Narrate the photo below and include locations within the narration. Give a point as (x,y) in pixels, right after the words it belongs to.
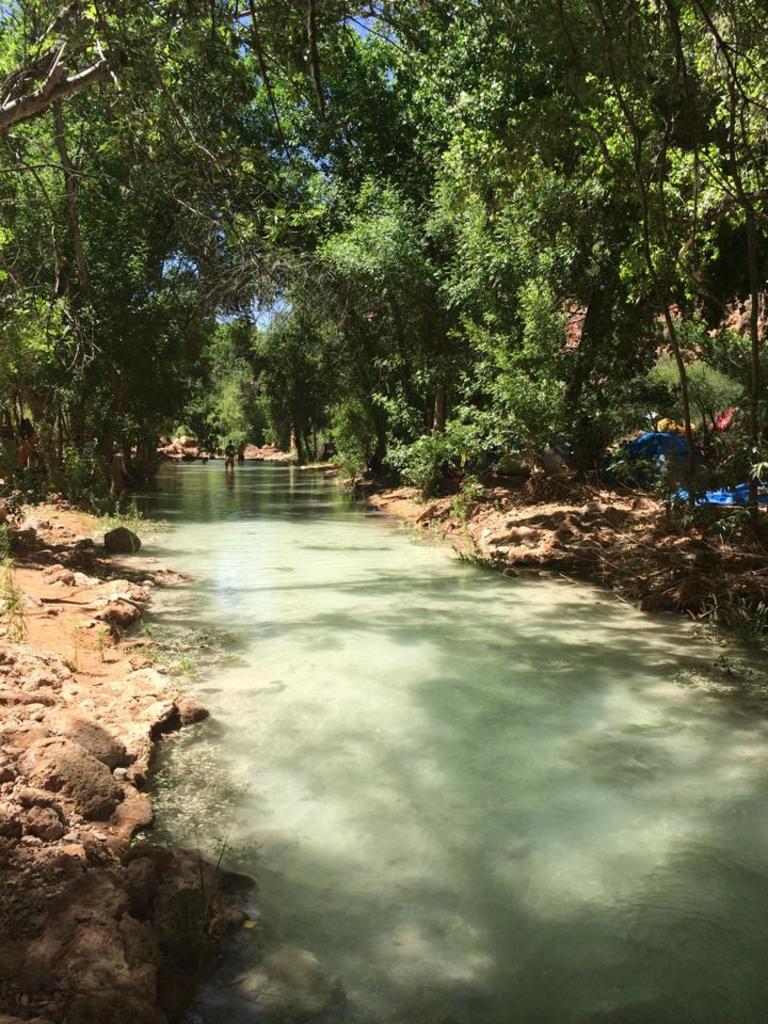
In this image we can see a person (227,452) in the water (273,485), there are some trees (258,164), tents (679,449) and stones (98,766), also we can see the sky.
